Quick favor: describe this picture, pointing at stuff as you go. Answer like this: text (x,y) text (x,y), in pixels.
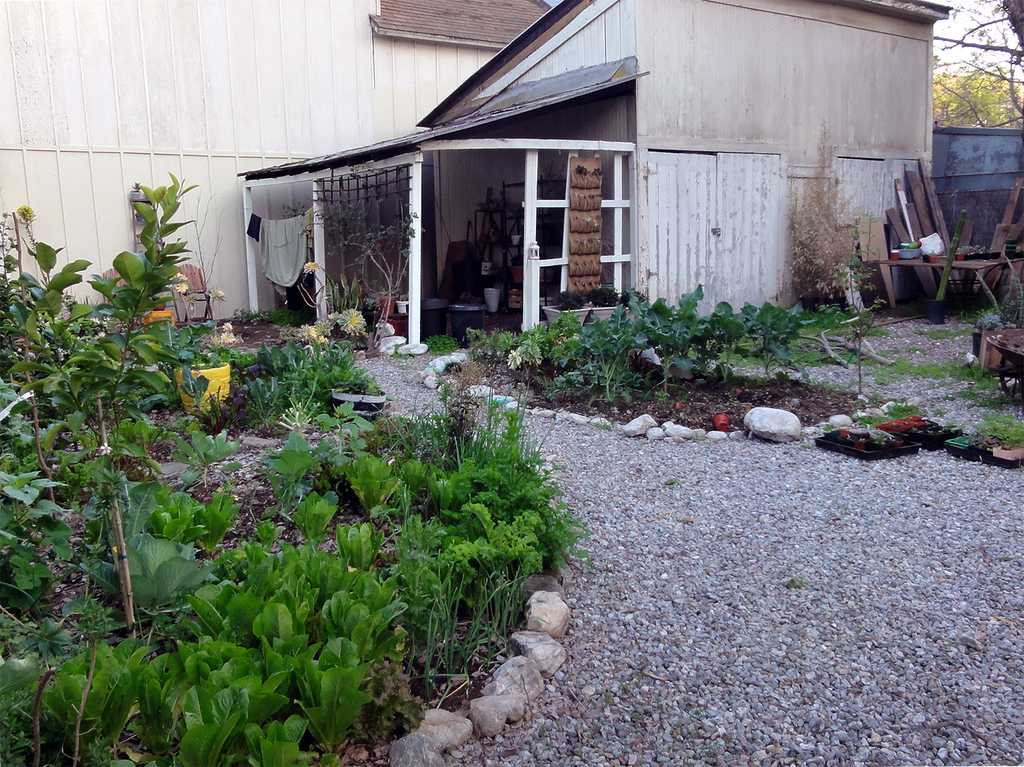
At the bottom of the image (726,605) on the ground (726,605) there are small stones (691,623). And also there are small plants (166,506) with leaves (270,363). Around the plants (421,439) there are stones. In the background (632,18) there is a room (621,124) with roofs (535,103), poles (248,214), walls (397,244), roofs (604,80) and rope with clothes (287,285). On the right corner of the image (925,194) there are wooden pieces (940,198). Behind them there is wall (988,149). Behind the wall (998,158) there are trees (951,91). And in the background (340,67) there is wall (340,67).
